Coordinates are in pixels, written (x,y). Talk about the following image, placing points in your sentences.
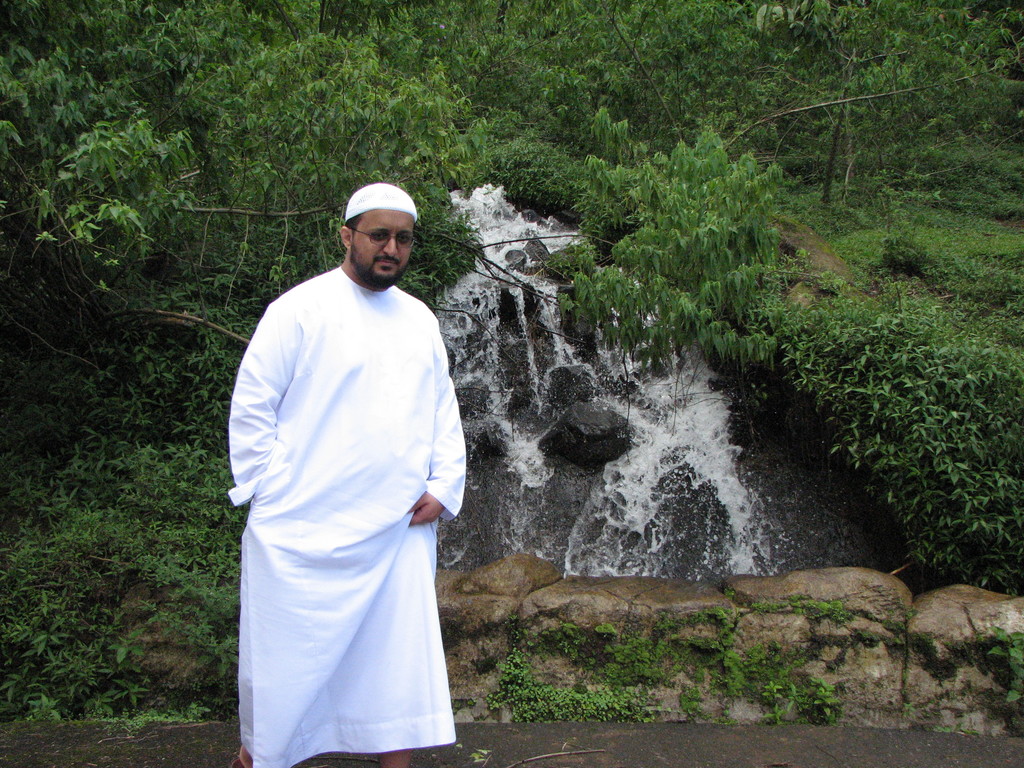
In the center of the image (419,413) there is a person (277,546) standing. In the background (468,714) we can see water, trees (751,176), plants (883,200), grass (875,221) and stones (698,706).
